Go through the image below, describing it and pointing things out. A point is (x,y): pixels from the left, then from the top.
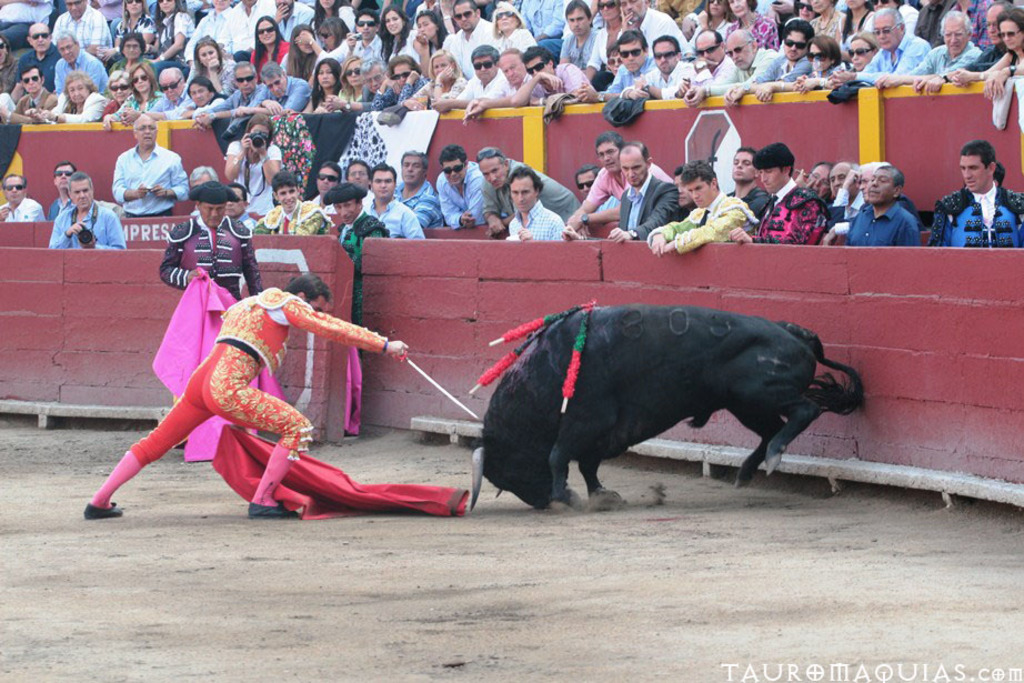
In this image in the center (535,381) there is bull (558,383) and one man (266,414) who is holding a red color cloth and a stick (445,389), and in the background (250,167) there are a group of people (127,177) who are sitting and watching and some of them are holding cameras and some other things (138,186). At the bottom (348,525) there is sand (477,564) and also there is wall (143,274).
